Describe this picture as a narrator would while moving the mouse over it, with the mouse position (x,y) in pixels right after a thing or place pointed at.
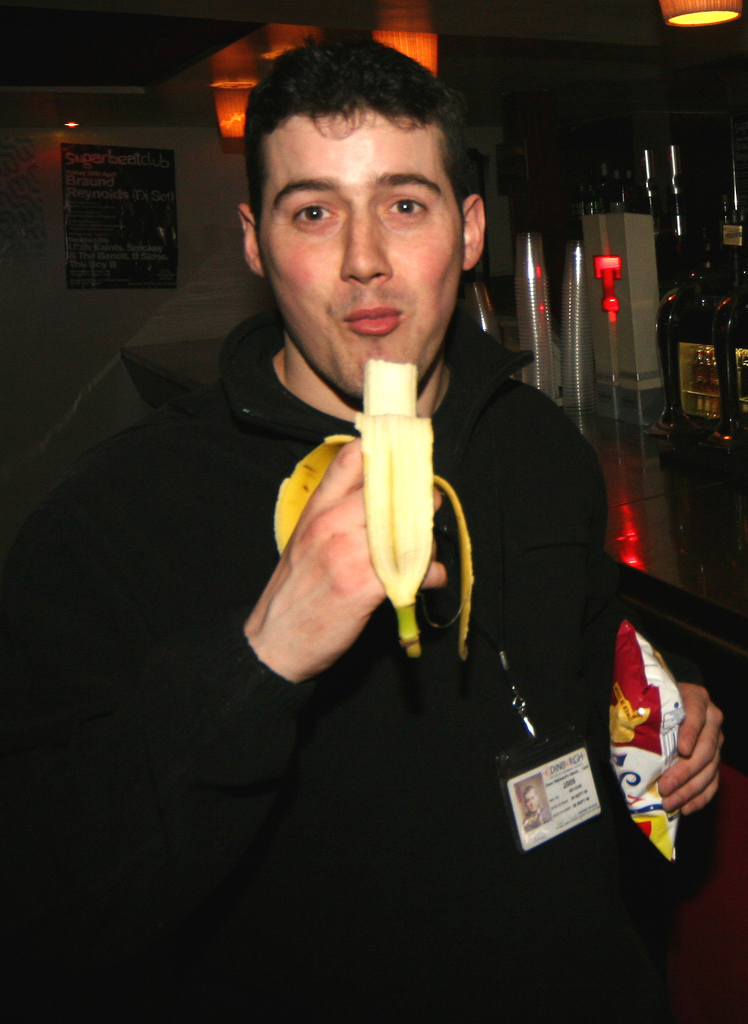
In the center of the image (281,351) there is a man (264,575) standing on the floor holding a banana (392,469). In the background (636,461) we can see a table (609,466), bottles (734,364), glasses (568,289), poster (131,198) and wall (114,289).
